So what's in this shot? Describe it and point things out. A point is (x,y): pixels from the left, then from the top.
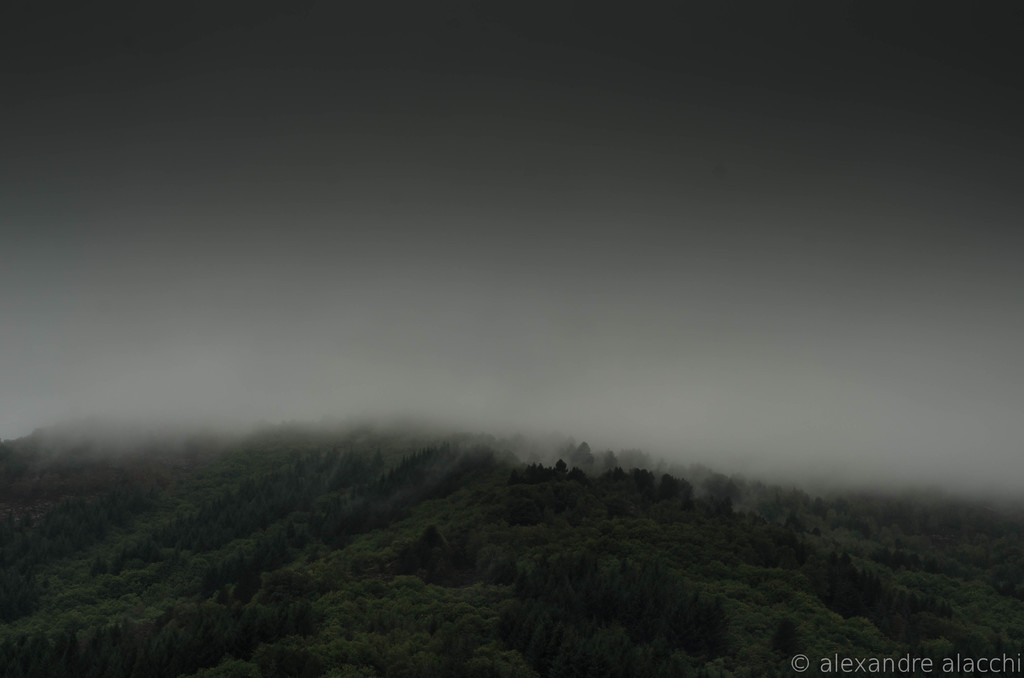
At the bottom of the picture (570,530), we see the trees (441,545). In the background (529,386), we see the sky (466,315). In the background (306,350), it is covered with the fog (860,483).
